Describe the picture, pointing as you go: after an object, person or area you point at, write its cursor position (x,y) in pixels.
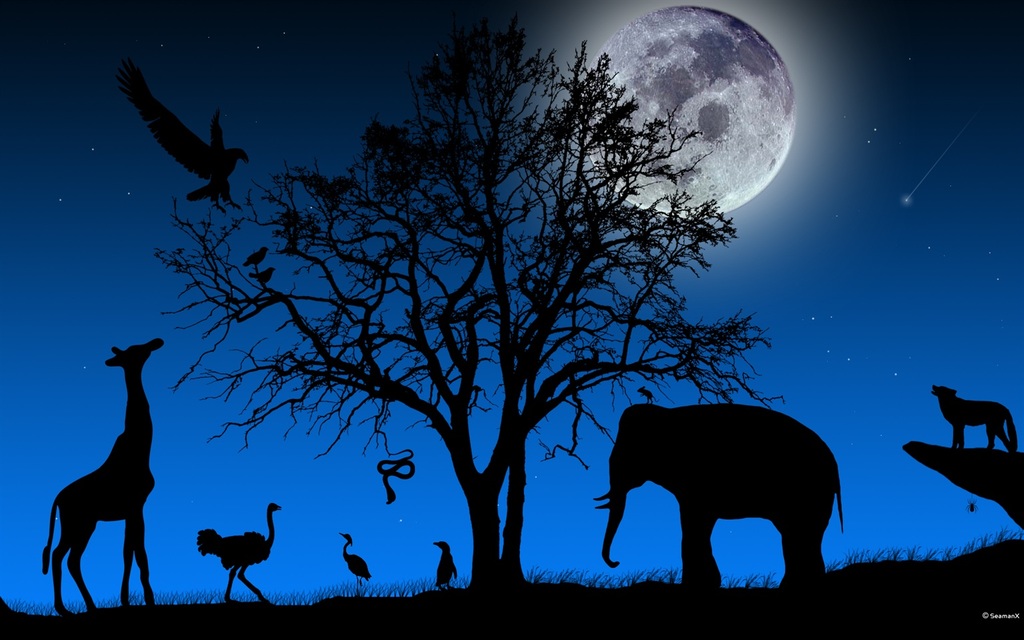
Here in this picture we can see dark animated animals (206,171) like giraffe (61,604), eagle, snake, elephant (748,471), birds (266,511) and a wolf (953,418) all present over there and we can also see grass (575,576) on the ground (672,585) and we can see tree (562,395) in the middle (561,250) and we can see moon (763,141) and stars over there.
